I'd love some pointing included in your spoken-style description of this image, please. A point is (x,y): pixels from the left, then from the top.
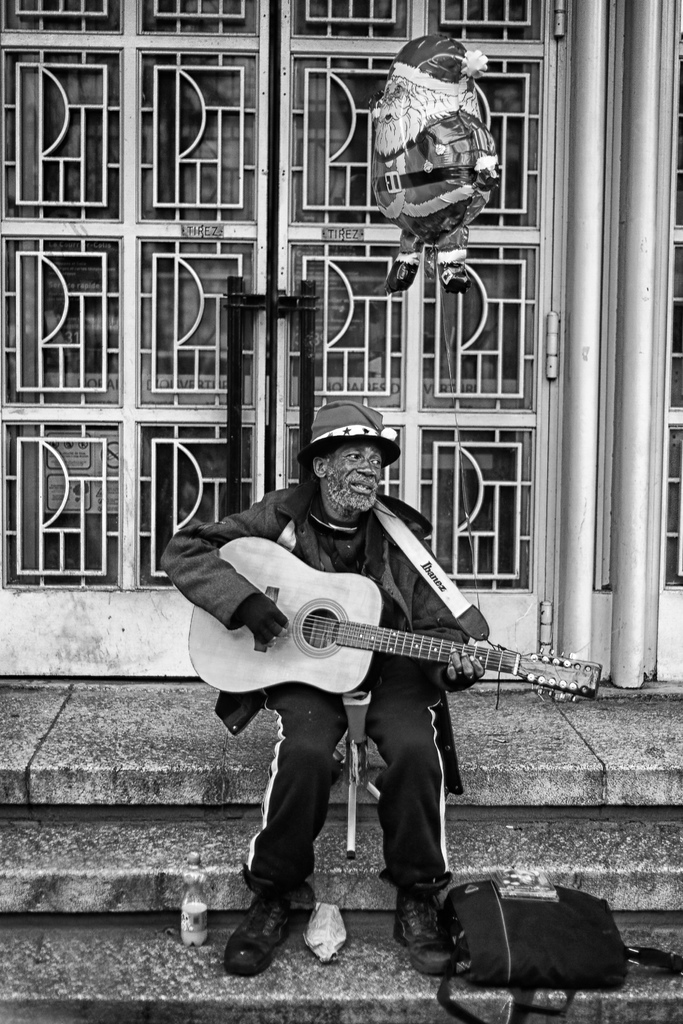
In this picture we can see a man (282,763) who is sitting on a stool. And he is playing guitar (374,587). This is the bag (599,924) and there is a door (58,155) on the background (162,274).
